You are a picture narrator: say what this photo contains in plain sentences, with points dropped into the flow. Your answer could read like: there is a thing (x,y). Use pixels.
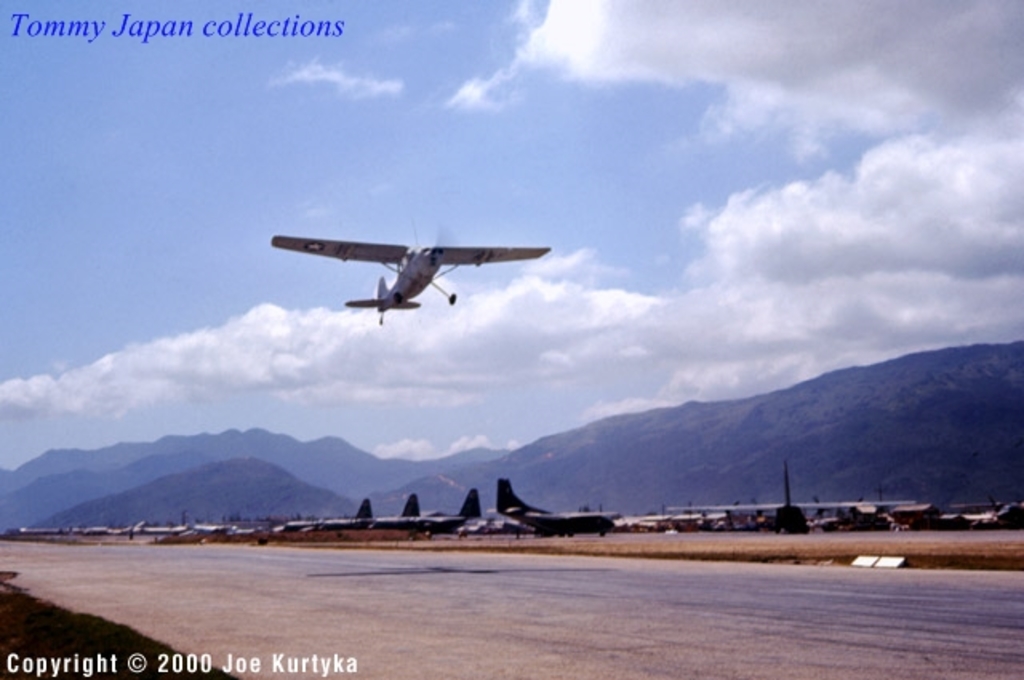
In the picture I can see airplanes (395,295) among them one aeroplane (381,298) is flying in the air (359,270). In the background (398,441) I can see the sky (467,303) and mountains (295,491). I can also see watermarks (152,658) on the image.
